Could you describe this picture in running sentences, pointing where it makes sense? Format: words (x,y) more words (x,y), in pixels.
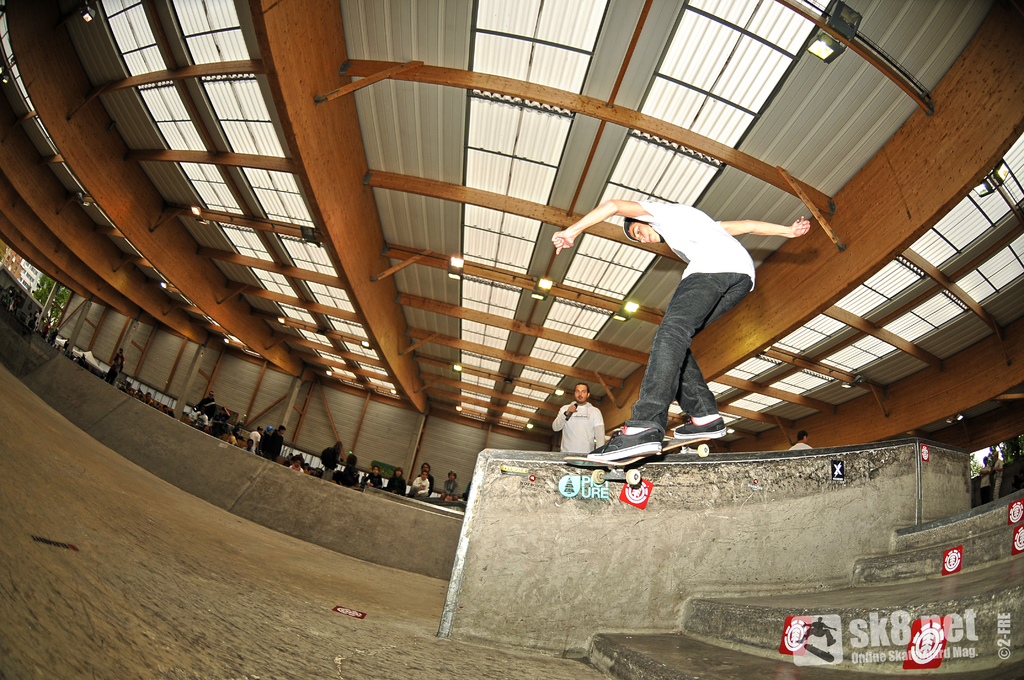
In the center of the image (680,425) we can see a person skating on the ramp (607,547). In the background (583,435) there are people (306,464). At the top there are lights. On the right (940,536) we can see stairs (924,523).
